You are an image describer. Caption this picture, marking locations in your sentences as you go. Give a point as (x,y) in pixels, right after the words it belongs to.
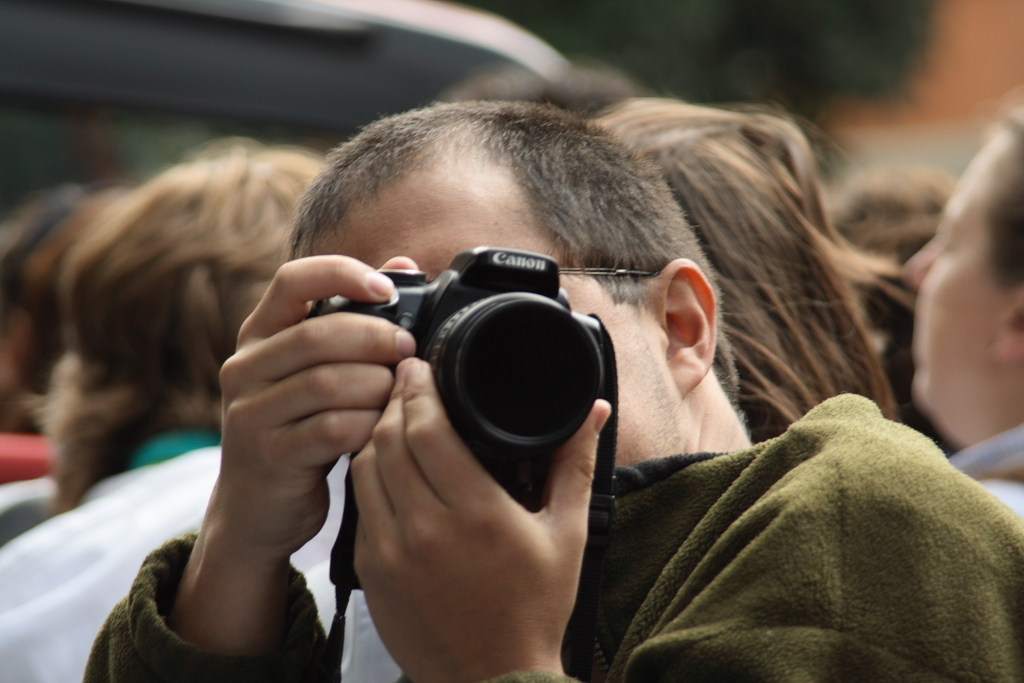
In this picture we can see a man (967,668) who is holding a camera (469,374) with his hands (391,566). On the background (262,278) we can see some persons (918,294).
